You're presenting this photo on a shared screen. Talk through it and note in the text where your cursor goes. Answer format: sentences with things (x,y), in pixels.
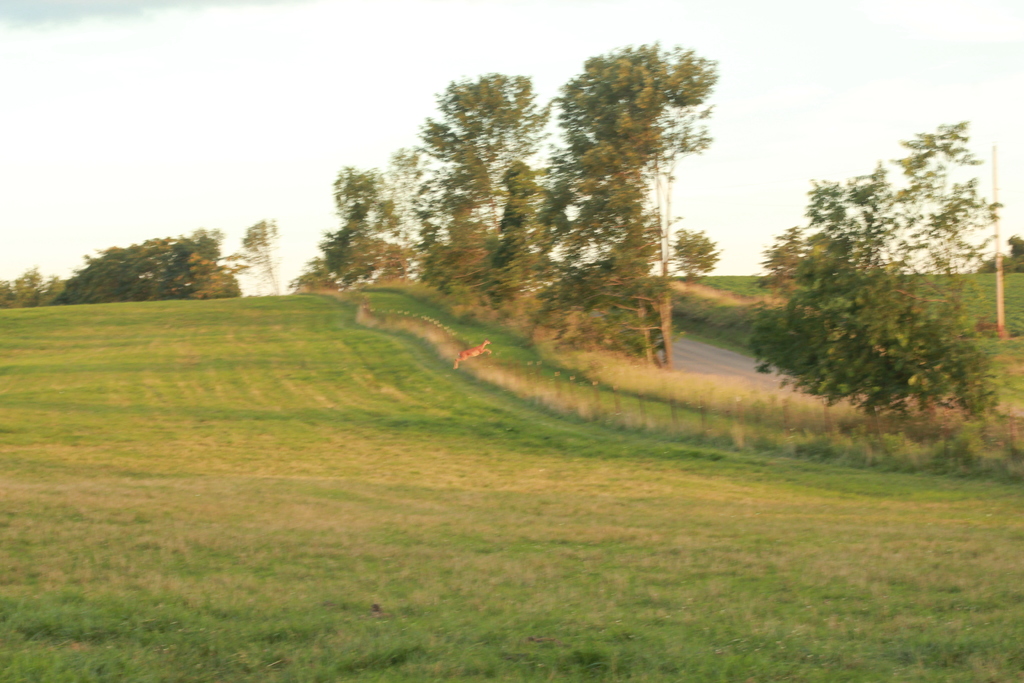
As we can see in the image there is grass (409,543), fence (858,437), an animal (457,359), trees (522,236) and sky (387,42).
